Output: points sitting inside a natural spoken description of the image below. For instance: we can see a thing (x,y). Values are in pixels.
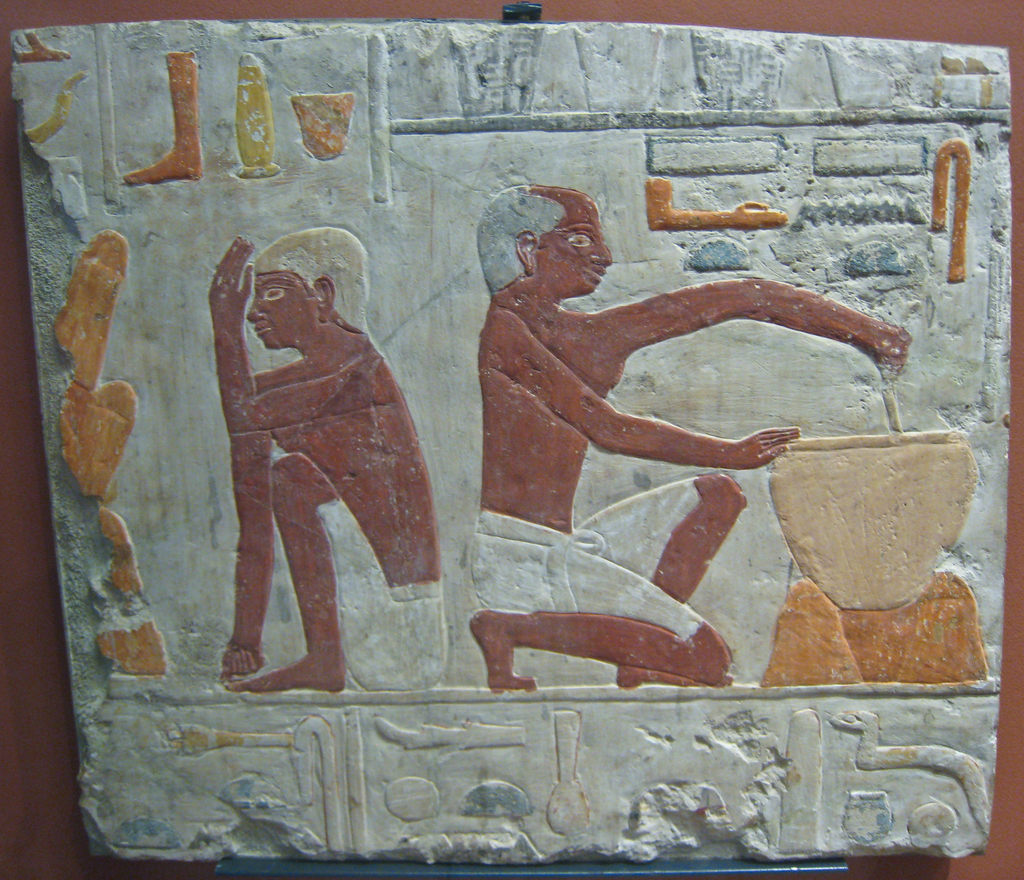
In this image in the foreground (302,658) there is one board (274,465), on the board (731,548) there are some objects (669,427) and in the background (2,408) there is a wall (944,17).
